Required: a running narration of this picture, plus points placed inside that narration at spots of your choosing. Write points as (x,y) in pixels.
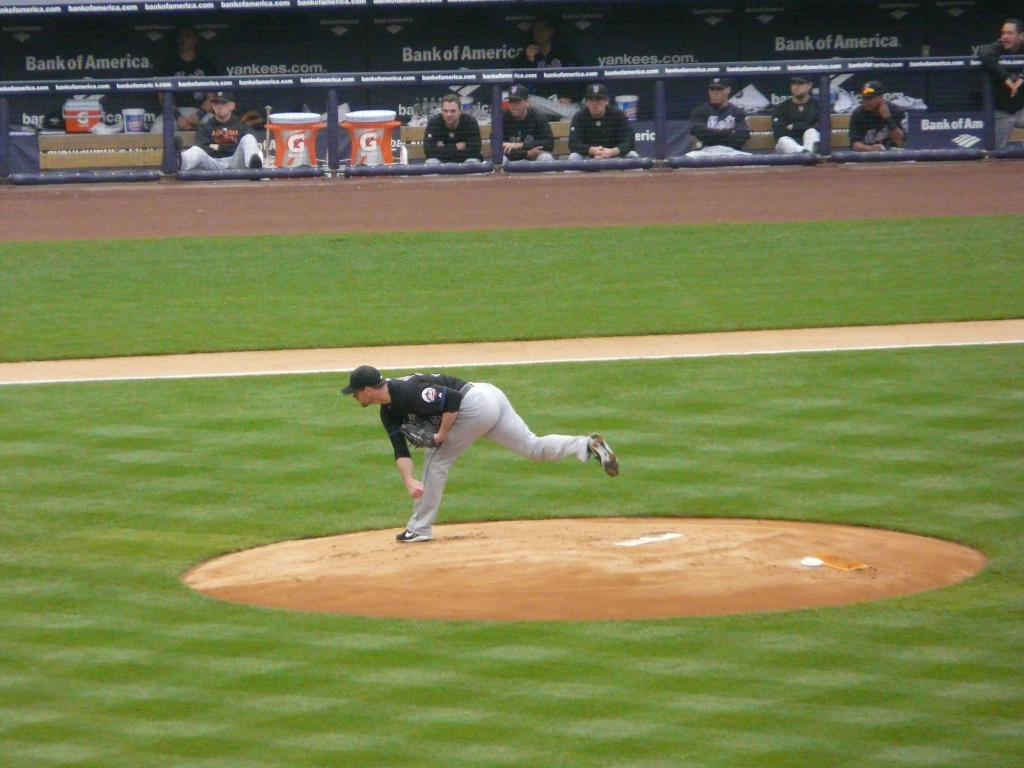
In the image we can see there is a small part of the land (543,551) covered with sand (540,568) and a man (458,452) standing on it. There are other part of the ground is covered with grass (807,455). There are spectators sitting and watching the person (482,385) standing on the ground (377,489).
